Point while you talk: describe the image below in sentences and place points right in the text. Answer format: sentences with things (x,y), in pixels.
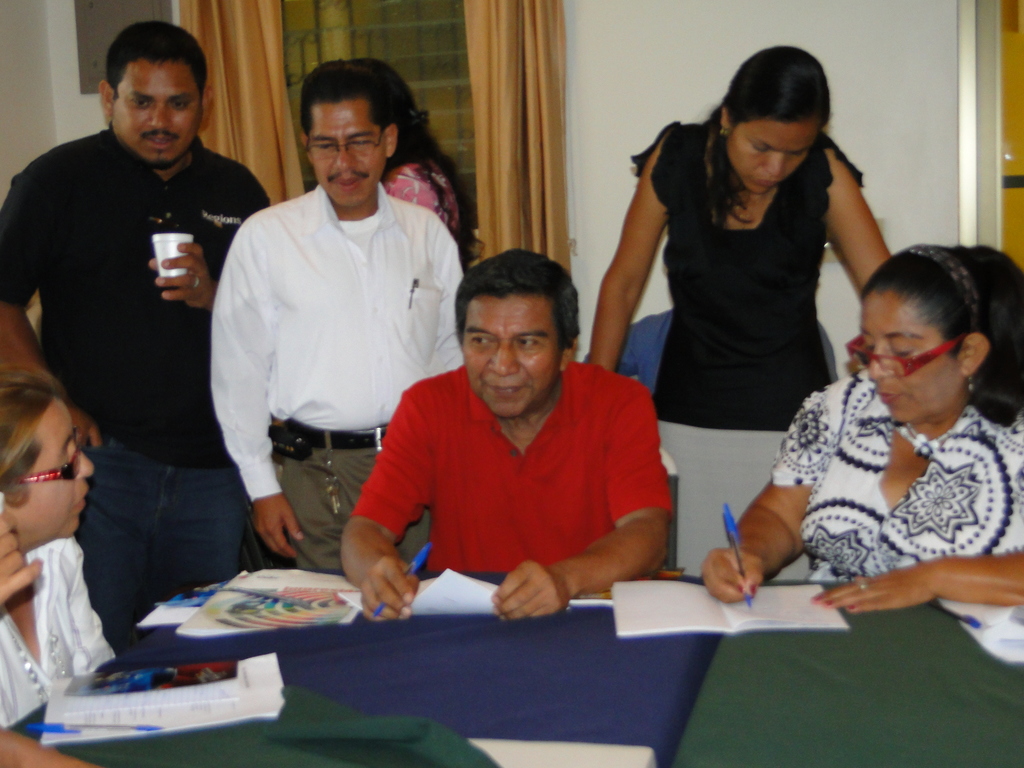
In this picture I can see there are few people (783,508) sitting at the table (882,736) and there are having papers (831,629) with them and few people (155,182) standing in the backdrop (155,182) and there is a window (431,26) at left (338,45), there is a curtain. There is a wall (754,16) at right side (719,47).
